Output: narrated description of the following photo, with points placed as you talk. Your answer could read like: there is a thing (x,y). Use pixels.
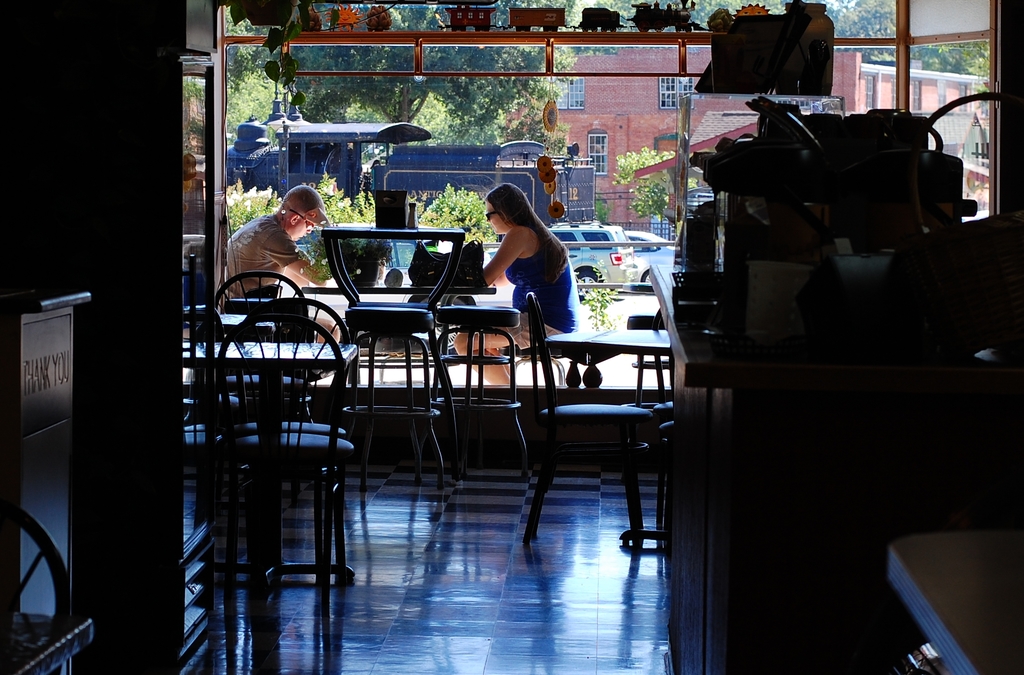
This picture is of inside. On the right (737,362) there is a table (737,362) on the top of which some items (873,162) are placed. In the center (454,440) there are many number of chairs (660,363) and tables (559,353). On the right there is a woman (532,283) wearing blue color t-shirt (558,301) and sitting on the chair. On the left (259,224) there is a man (275,260) sitting on the chair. We can see a purse (440,269) placed on the top of the table (406,287). In the background (604,79) we can see the buildings (633,86), trees (574,58), and train (407,137), cars (632,235) and plants (320,189).
